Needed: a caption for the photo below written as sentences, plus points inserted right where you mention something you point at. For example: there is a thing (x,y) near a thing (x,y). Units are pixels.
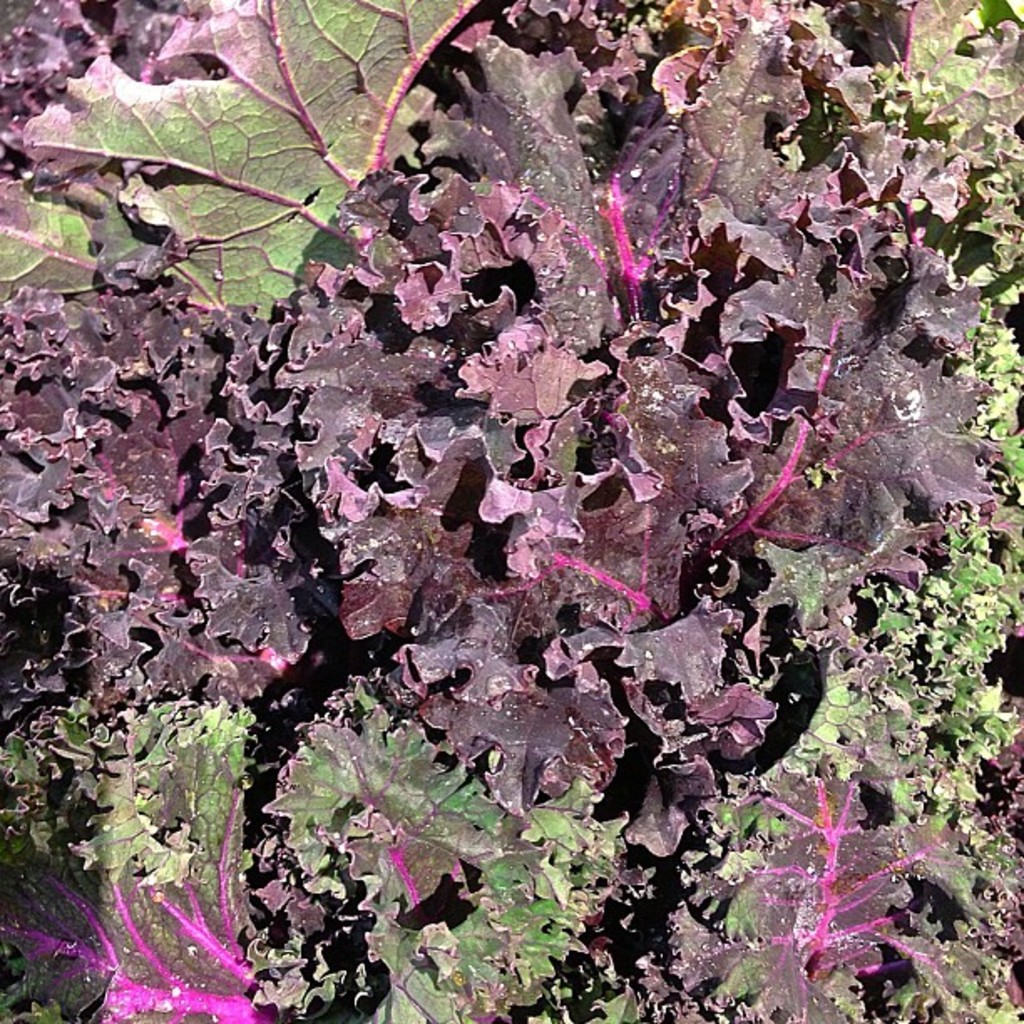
This image is filled with leaves (392,80).
